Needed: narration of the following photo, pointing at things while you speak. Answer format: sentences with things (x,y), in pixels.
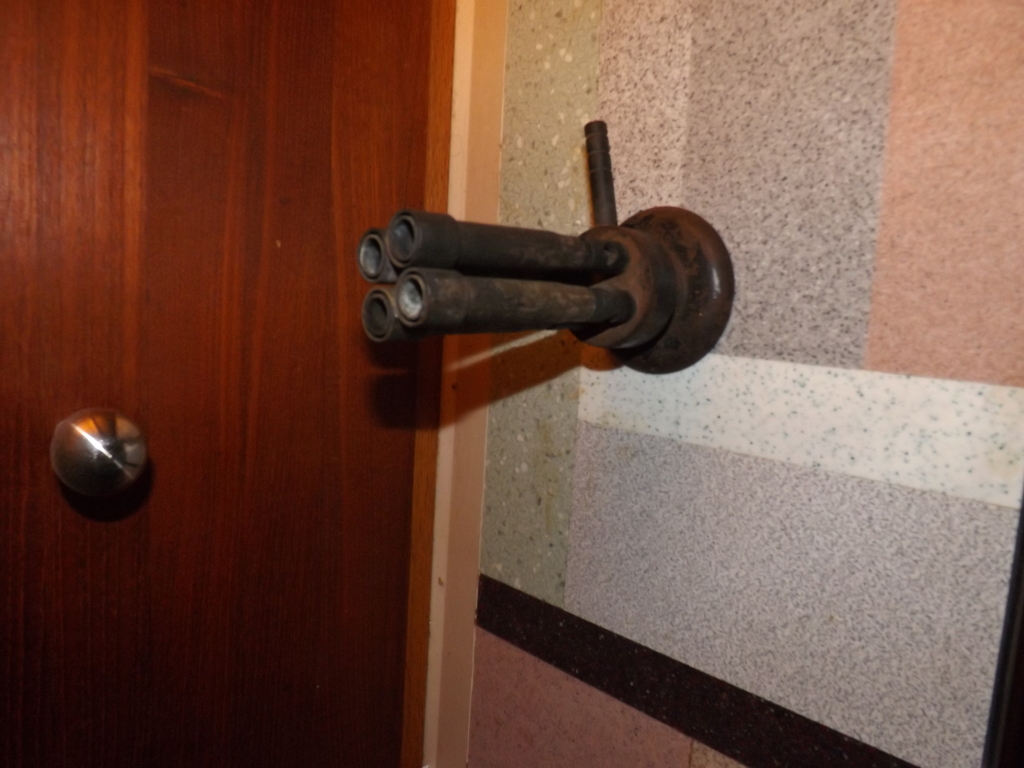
In this picture we can see a door (142,582) on the left side (132,568), on the right side (801,569) there is a wall (688,529), we can see door handle (134,424) here, there are pipes (418,300) here.
